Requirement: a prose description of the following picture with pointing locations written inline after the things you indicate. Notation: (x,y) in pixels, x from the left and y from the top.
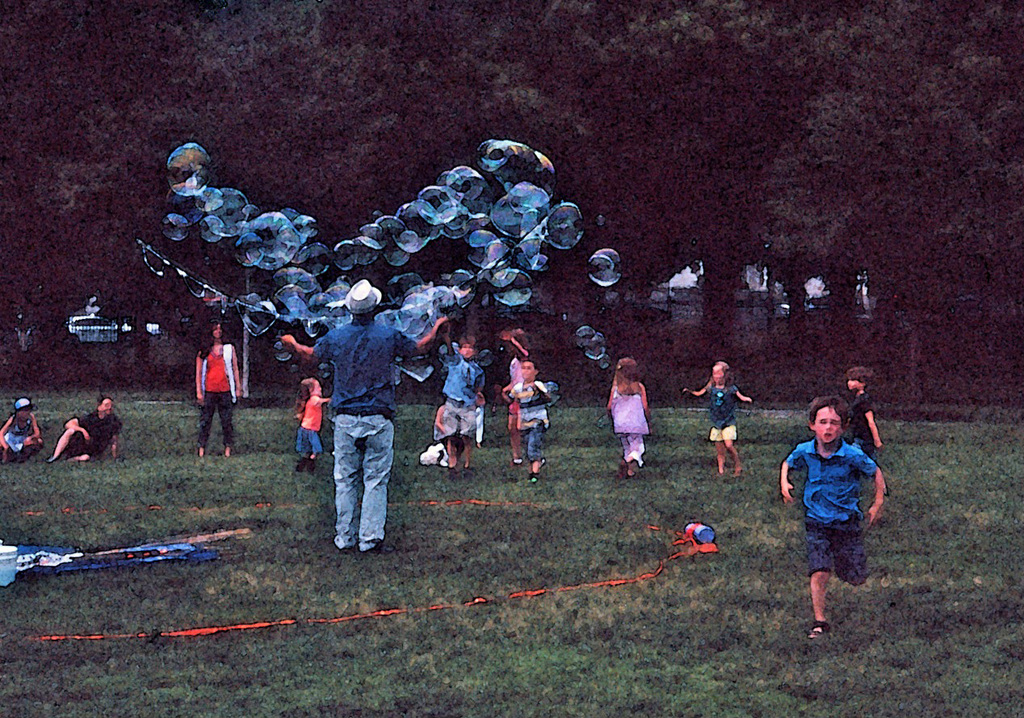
In this image there is a man (312,349) with bubbles (305,225) and there are also kids (736,420) playing. In the background (773,342) there are trees (796,102) and at the bottom (653,618) there is grass (595,645).
